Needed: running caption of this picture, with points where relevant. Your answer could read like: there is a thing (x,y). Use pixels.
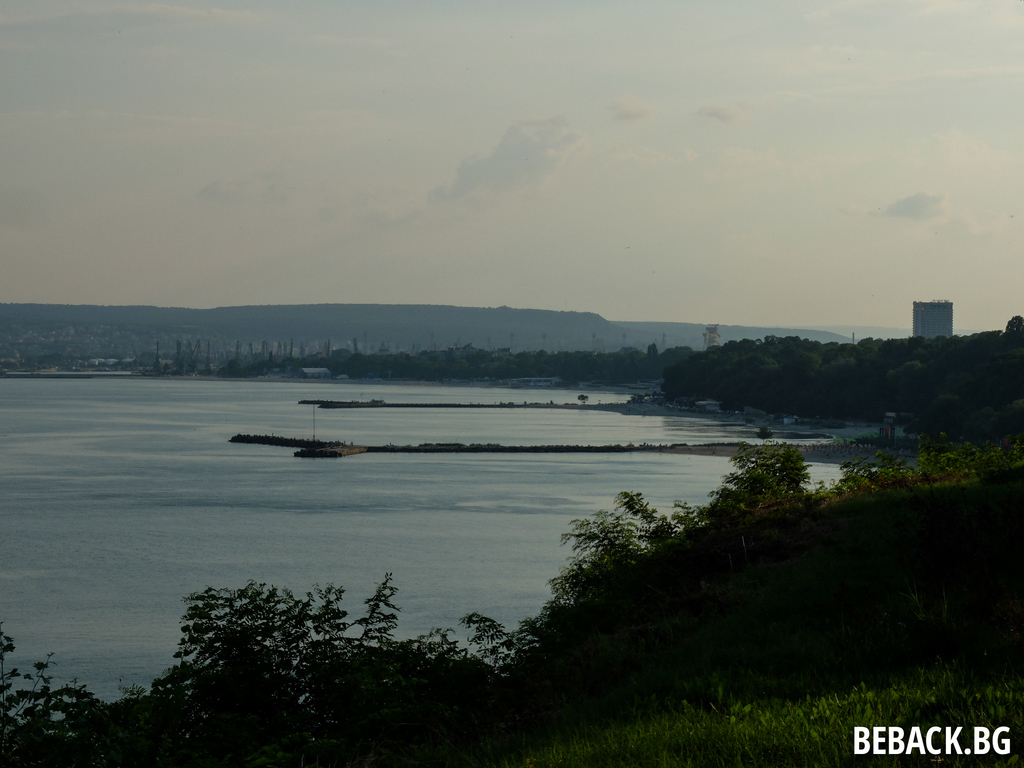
In the image there is a sea (16,518) on the left side (126,574) with trees (610,600) all over the place on the right side (896,335), in the back (507,311) it seems to be a hill (520,311) and above its sky (663,176) with clouds (482,179).
